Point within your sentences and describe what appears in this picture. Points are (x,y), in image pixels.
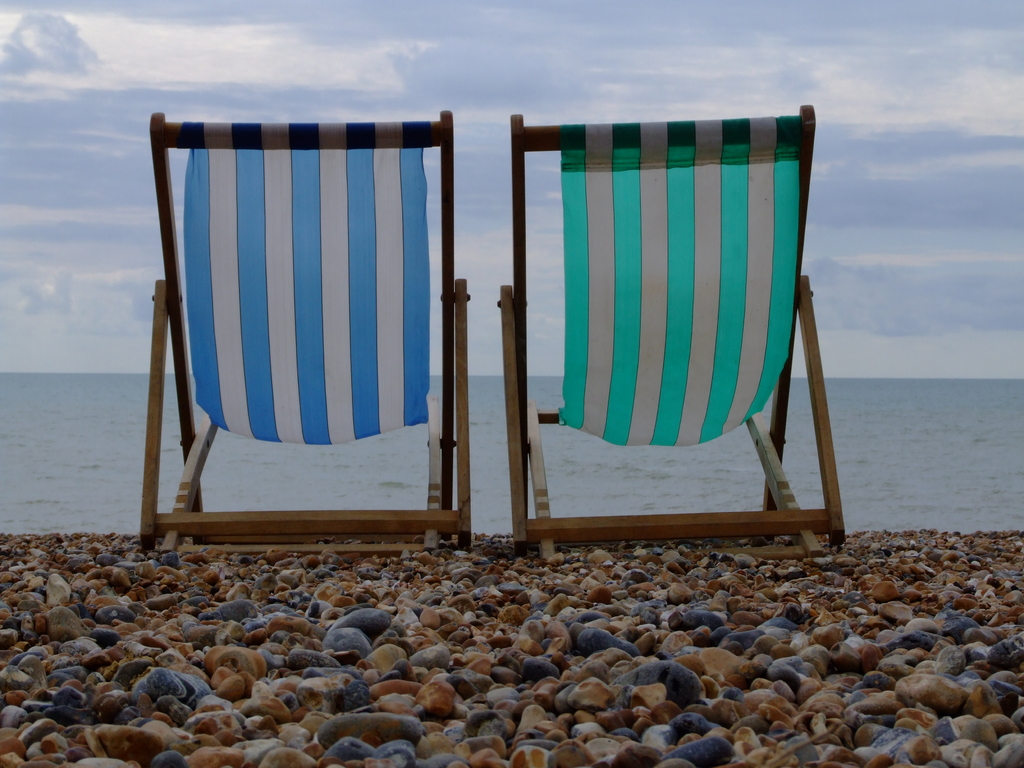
In this image we can see the chairs (419,250), stones (846,534) and water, in the background (456,28), we can see the sky (374,79) with clouds (487,42).
